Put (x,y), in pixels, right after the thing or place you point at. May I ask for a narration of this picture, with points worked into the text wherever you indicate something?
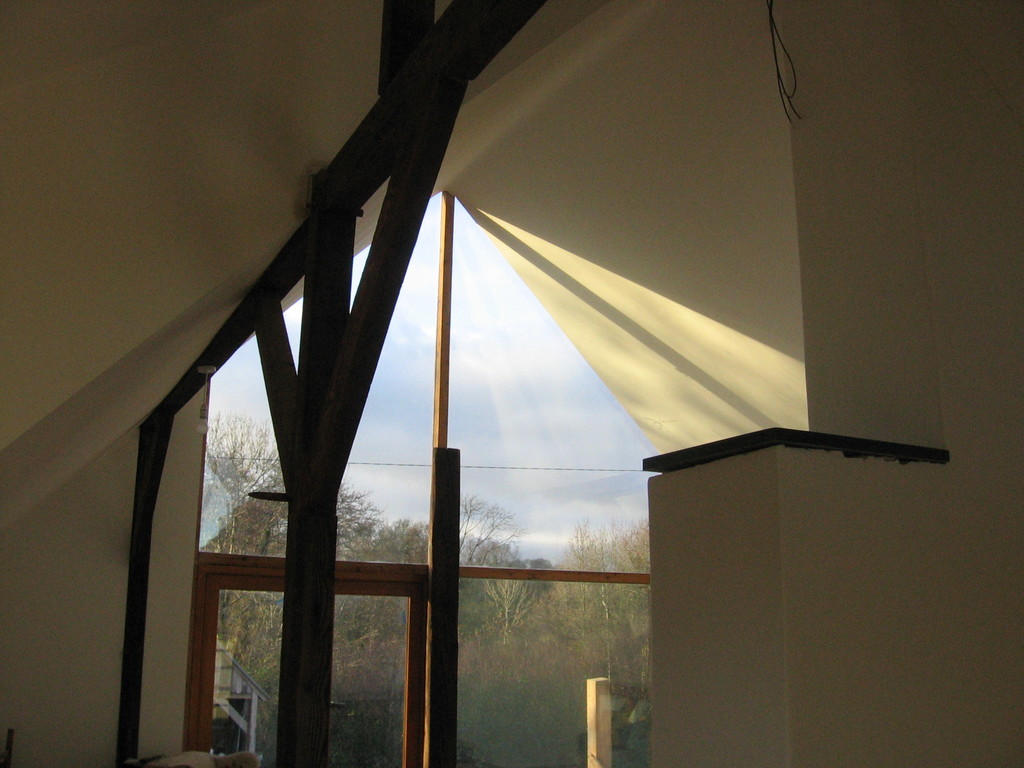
In this image, we can see an inside view of a house (888,505). There is a pillar (321,418) in the middle of the image (435,449). There are some trees (380,612) outside the door (345,618).
